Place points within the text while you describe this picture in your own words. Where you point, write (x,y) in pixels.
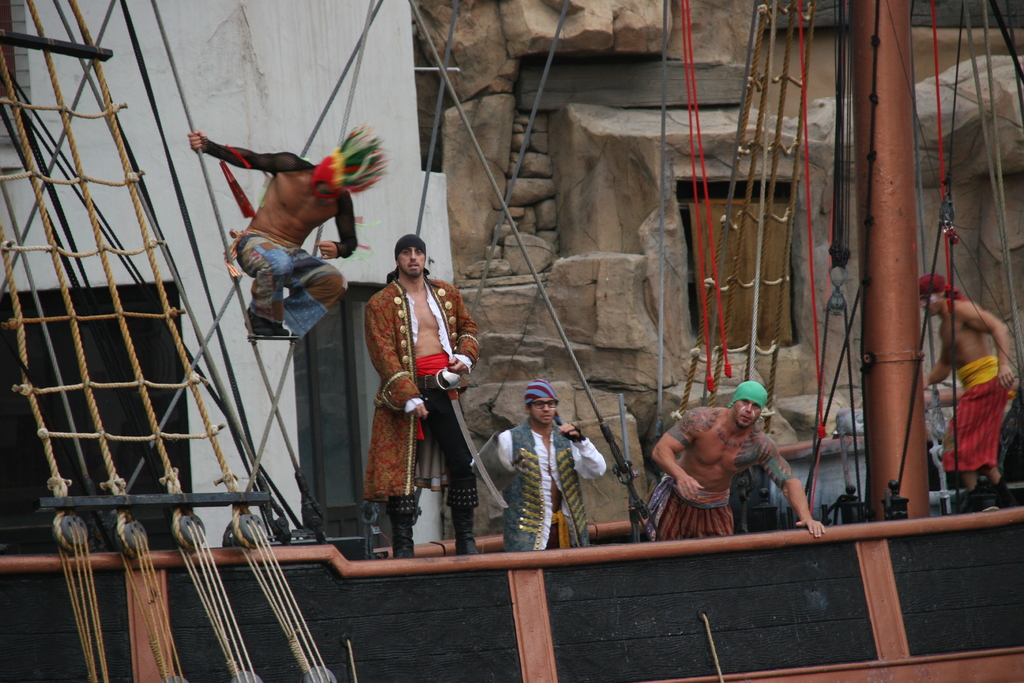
In this image there are a few men (520,456) standing. To the left (329,286) there is a man (297,236) jumping in the air. In the foreground (151,443) there are ropes (174,480), wires (731,206) and a pole (917,249). It seems to be a ship (525,594). Behind them there are walls (626,150).
